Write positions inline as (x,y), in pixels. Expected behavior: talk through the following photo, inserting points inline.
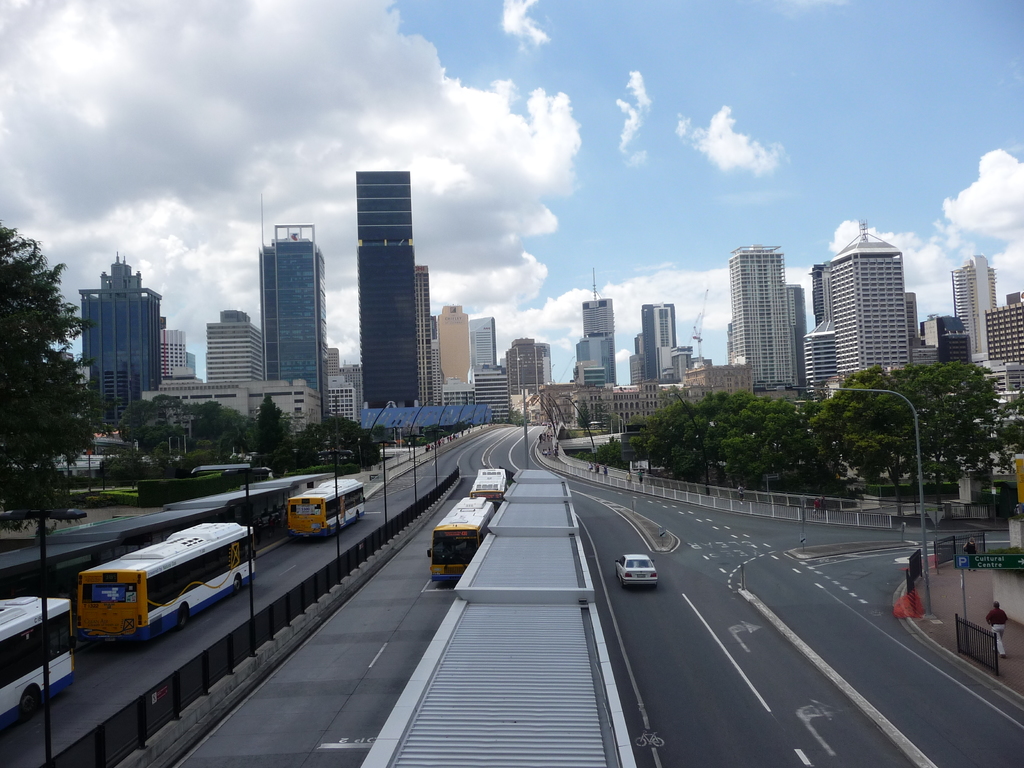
In this image, we can see vehicles (169,600) on the road (241,739) and in the background (325,406), there are buildings (470,341), trees (753,442), poles (706,478), lights (384,409) and we can see some people (994,615), railings (935,564) and some boards (938,513). At the top (473,111), there are clouds (478,108) in the sky (478,178).
